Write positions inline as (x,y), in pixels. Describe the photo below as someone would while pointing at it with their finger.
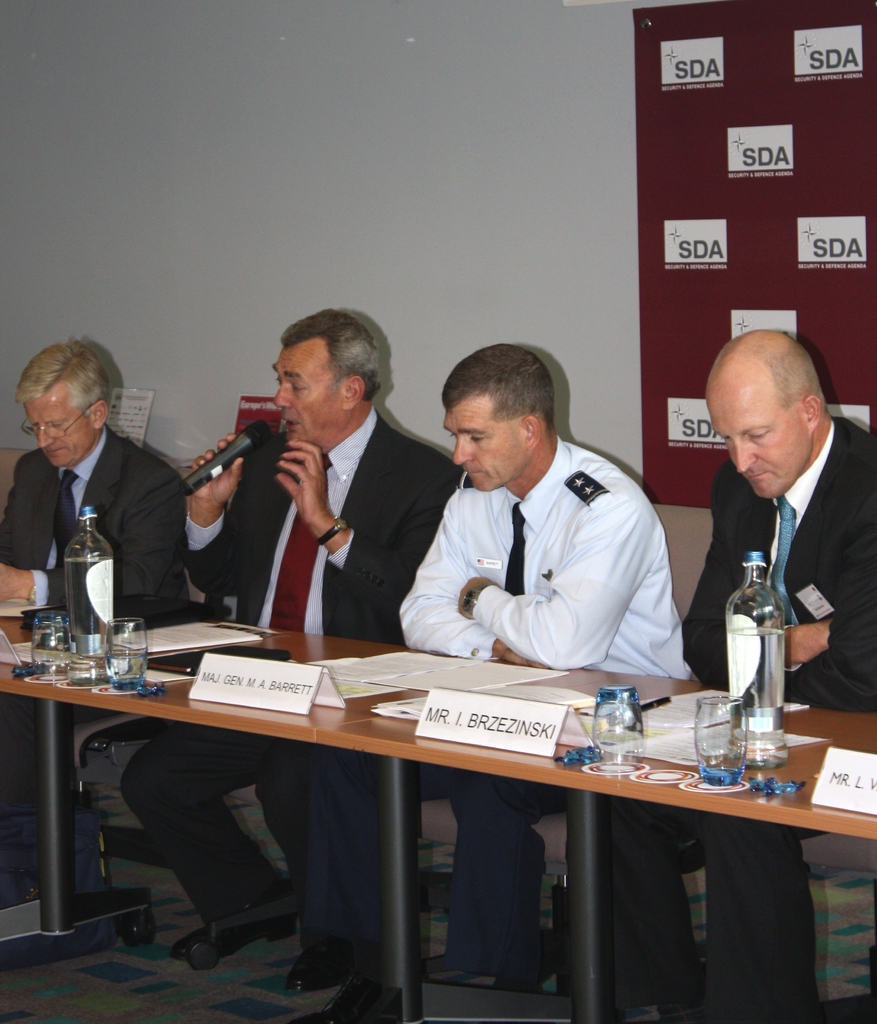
In this image there are group of persons (465,618) who are sitting on the chairs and in front of them there are bottles (759,693), glasses (711,719) on top of the table (364,643).
